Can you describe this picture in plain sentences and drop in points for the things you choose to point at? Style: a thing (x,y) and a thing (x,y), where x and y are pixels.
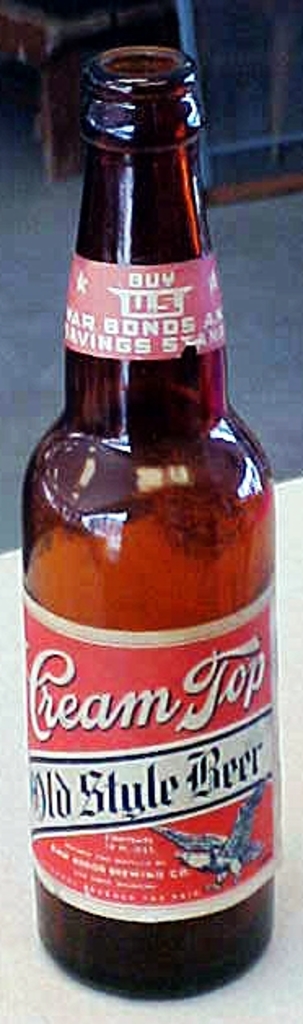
In this image i can see a glass bottle (158,363).
